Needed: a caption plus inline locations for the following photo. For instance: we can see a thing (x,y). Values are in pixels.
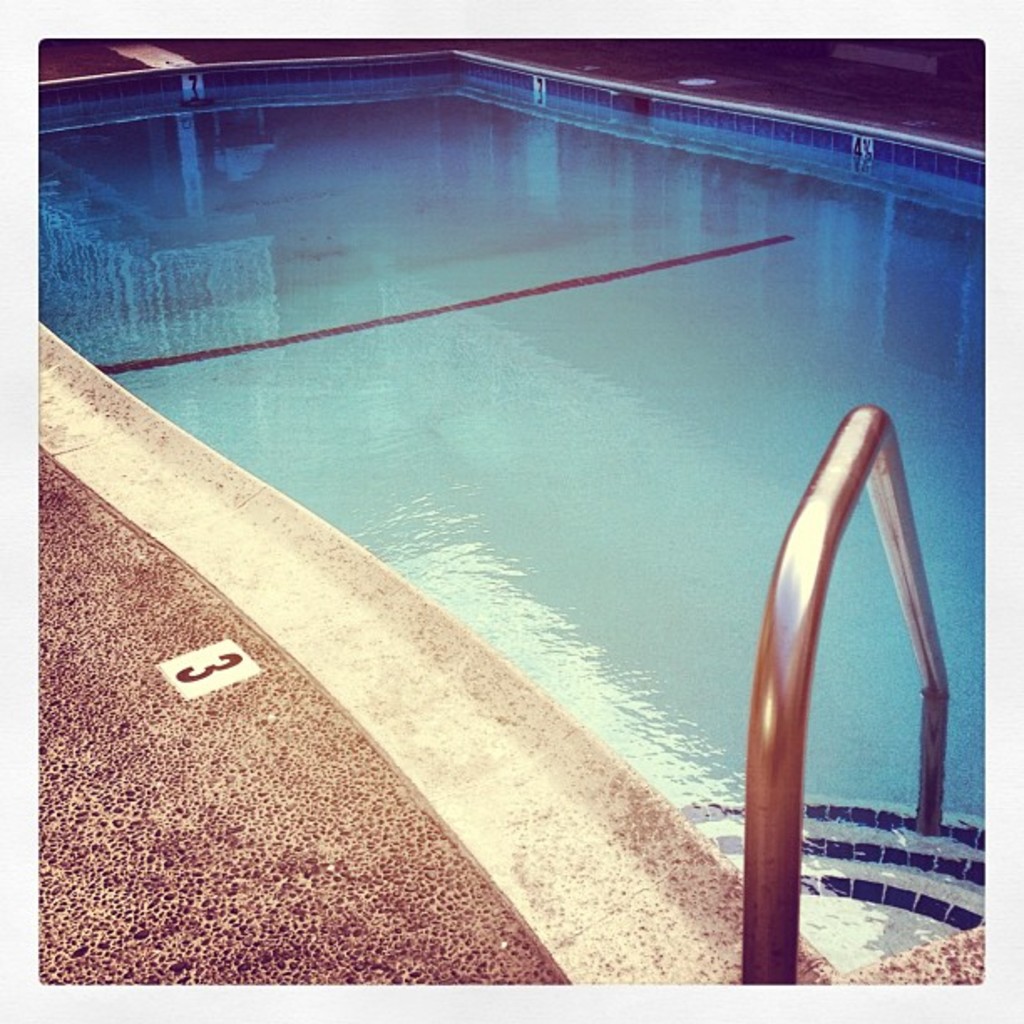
In this image there is a swimming pool (461,318).
